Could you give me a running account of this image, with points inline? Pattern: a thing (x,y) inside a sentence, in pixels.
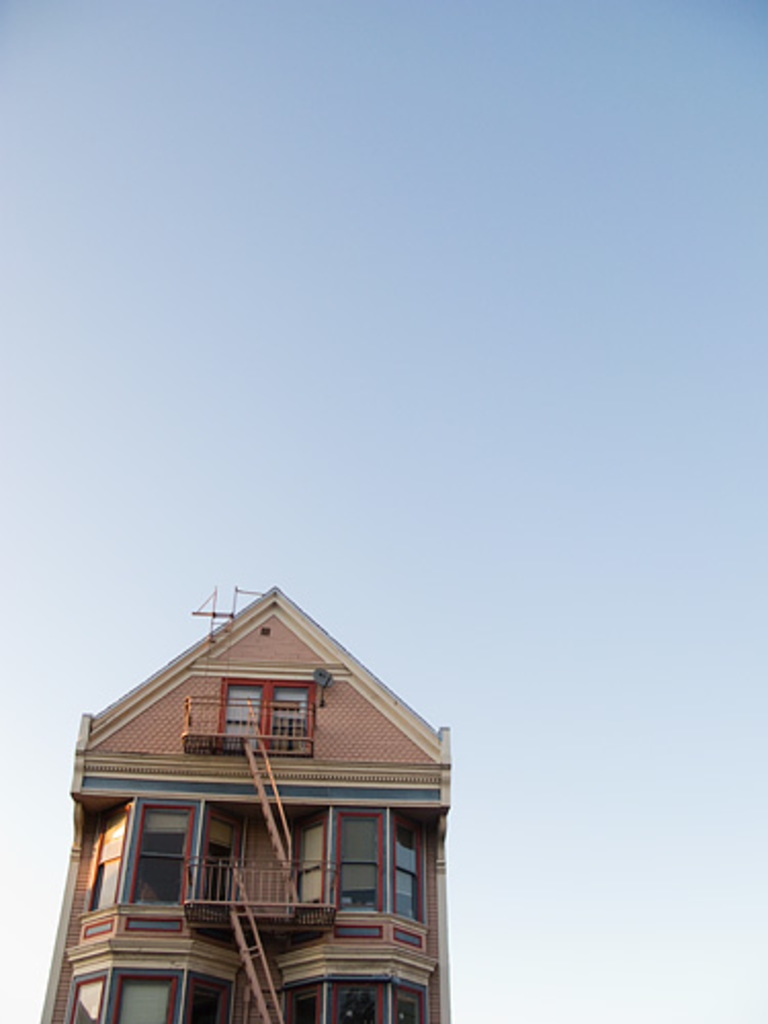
In this picture we can see a building (156,936) with windows (349,837) and in the background (607,448) we can see the sky (575,851).
